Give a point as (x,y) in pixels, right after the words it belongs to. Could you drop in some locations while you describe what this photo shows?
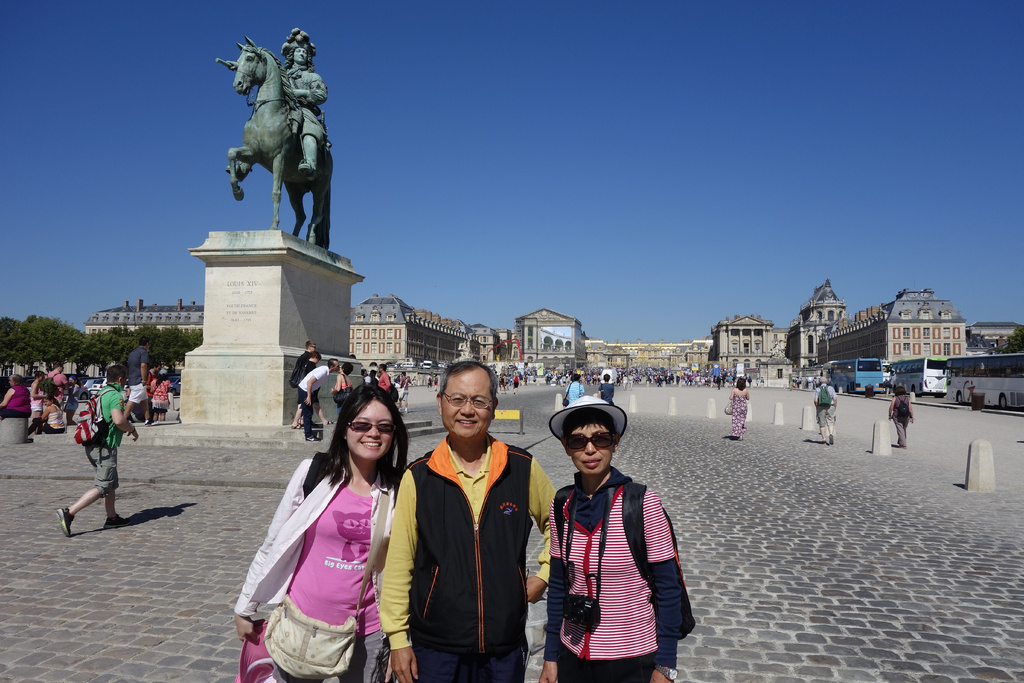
In this image there are people (516,457). On the left (248,307) there is a sculpture (311,172) and we can see buildings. There are vehicles (978,381) on the road (873,457). On the left (167,358) there are trees (167,358). In the background (598,252) there is sky (555,157).
